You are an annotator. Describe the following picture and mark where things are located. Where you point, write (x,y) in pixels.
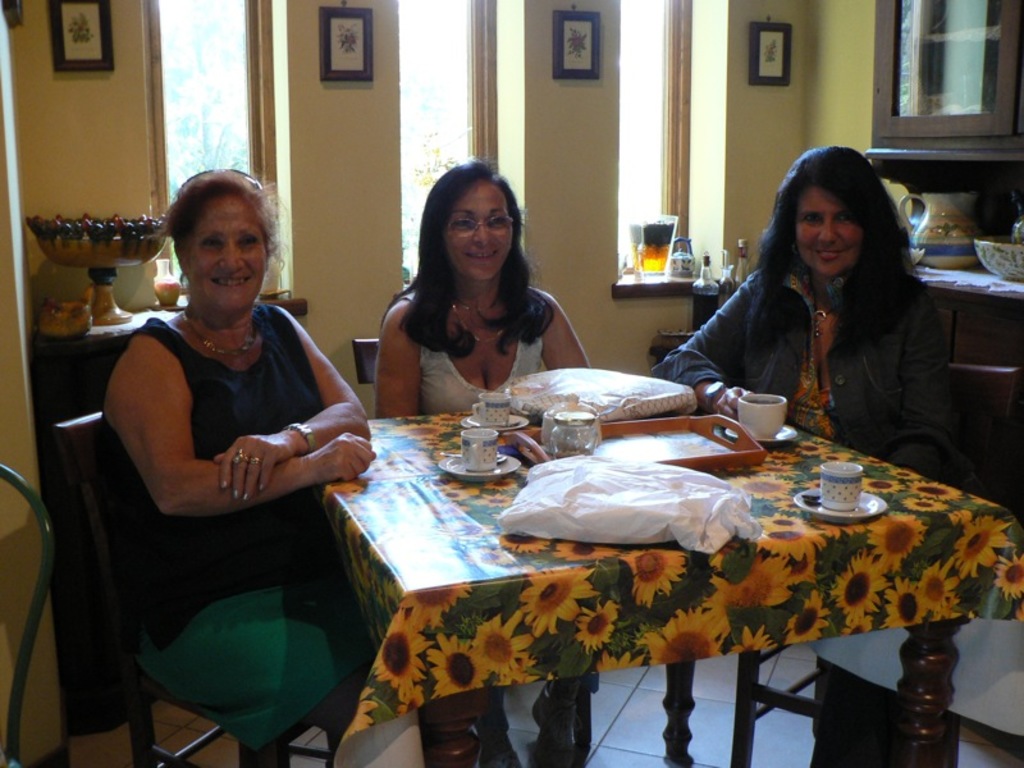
In this picture we can see three women (269,414) are seated on the chair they are laughing, in front of them we can find couple of cups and bags (564,487) on the table (747,468), in the background (82,48) we can see few wall paintings (766,52) on the wall (363,126), besides to them we find a jug (967,241) and a bowl (992,260) on the table (967,299).
